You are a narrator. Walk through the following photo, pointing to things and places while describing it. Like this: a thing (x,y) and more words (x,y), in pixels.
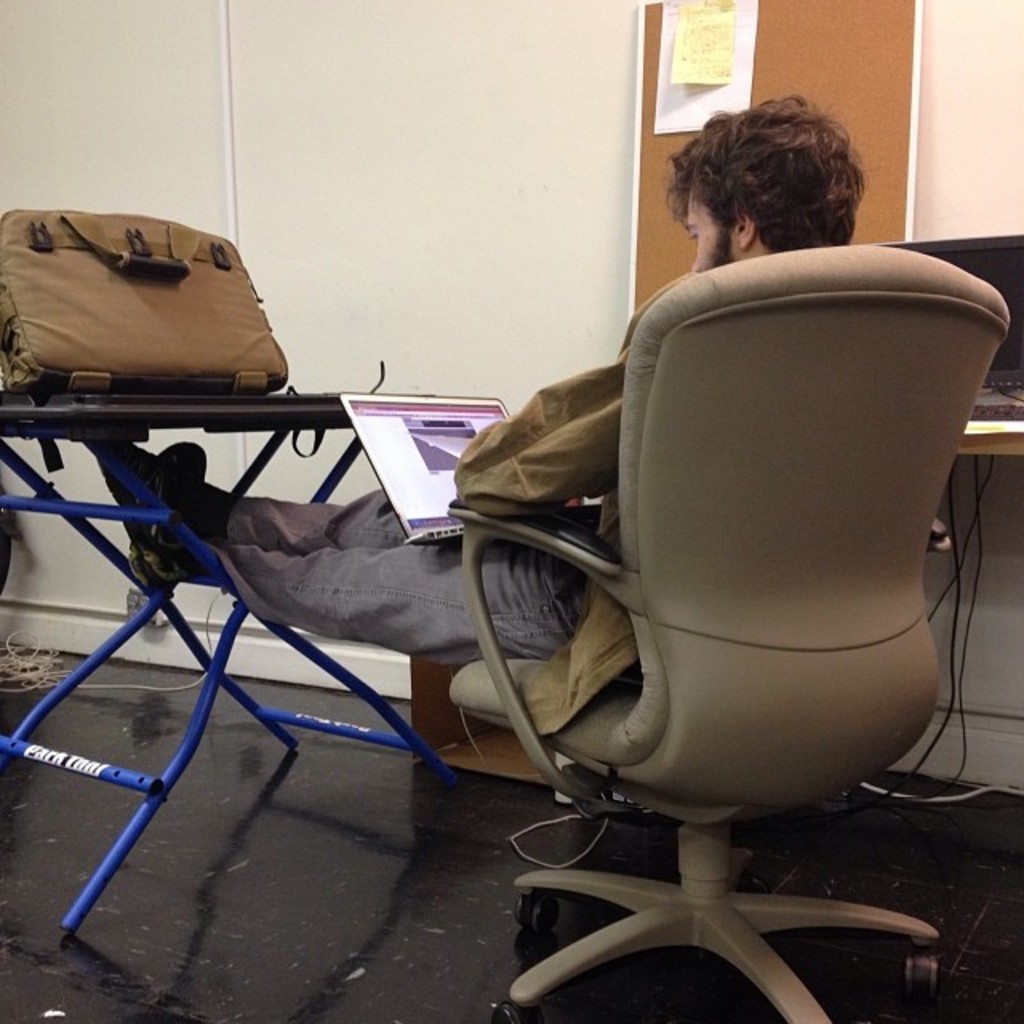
In the image we can see there is a person (578,442) who is sitting on chair (497,517) and on table (265,417) there is luggage bag (145,316). There is a laptop (431,529) which is on the lap (400,613) of the person (415,599), there is a notice board (778,22) on which there are papers (713,57) which are attached to it. On the table (1010,448) there is another monitor (1019,317) and keyboard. The wall (431,151) is in white colour.
